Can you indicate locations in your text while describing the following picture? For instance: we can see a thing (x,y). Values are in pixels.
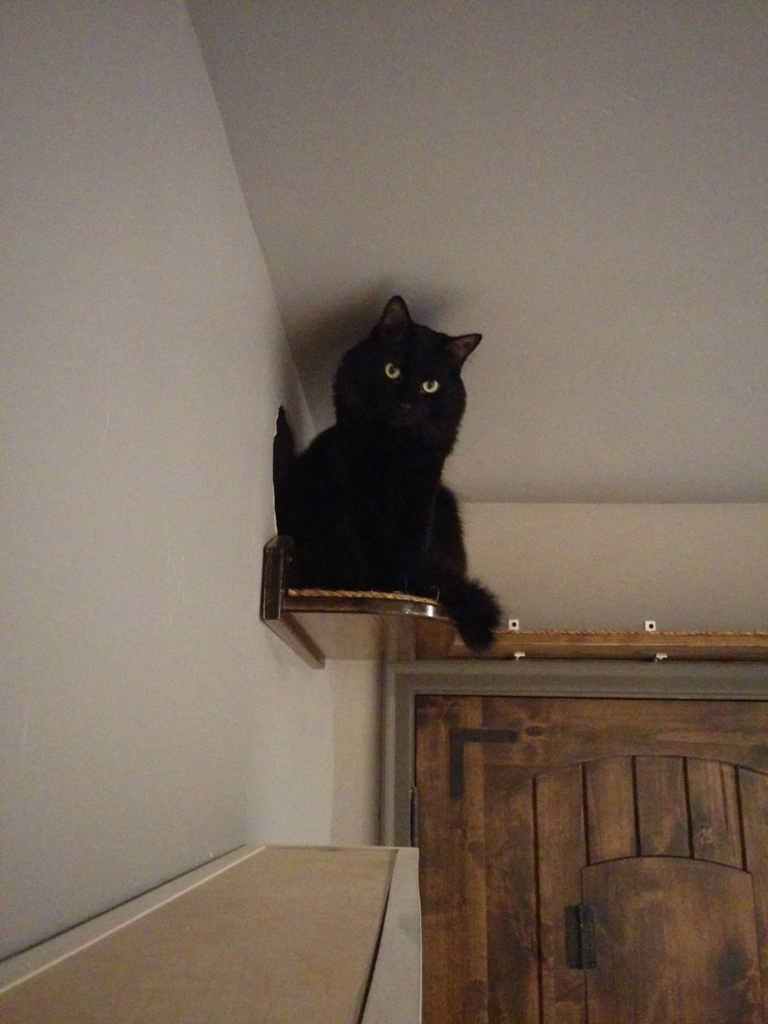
In this image there is a cat (361,566) sitting on the shelf (313,603). In the bottom left (122,933) there is a shelf (163,946). In the bottom right (586,790) there is a wooden door (573,761). At the top (493,110) there is the ceiling (488,113). To the left (73,577) there is a wall (58,546).
